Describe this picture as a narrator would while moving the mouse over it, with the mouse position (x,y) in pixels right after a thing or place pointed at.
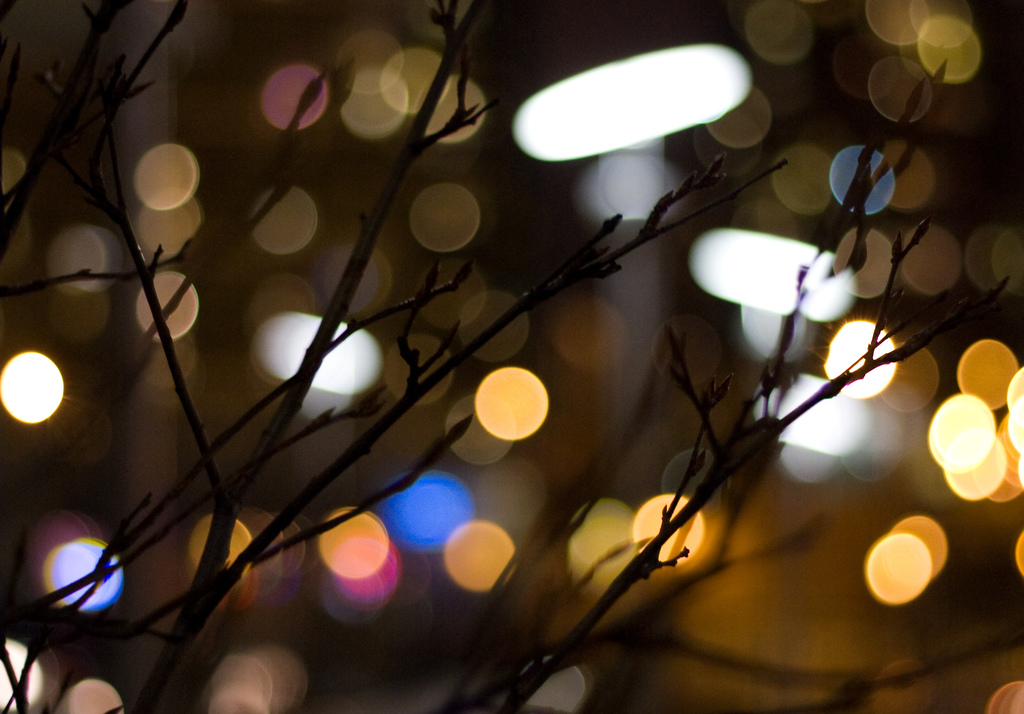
In this image I can see the dried plant (288,439) and the lights (488,428). These lights (520,410) are colorful.
